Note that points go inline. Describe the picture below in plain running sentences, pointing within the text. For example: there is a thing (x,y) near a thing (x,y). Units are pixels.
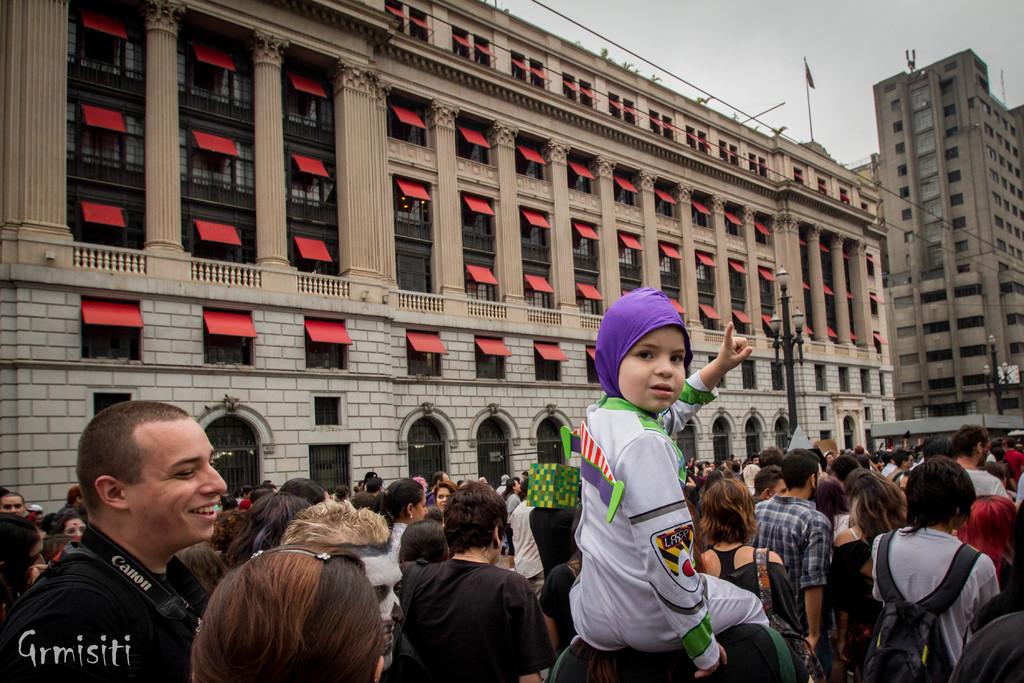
This picture describes about group of people (588,485), few people (948,636) wore backpacks (943,595), in the background (790,288) we can see few poles (778,332) and lights (794,329), and also we can find few buildings (907,244).
